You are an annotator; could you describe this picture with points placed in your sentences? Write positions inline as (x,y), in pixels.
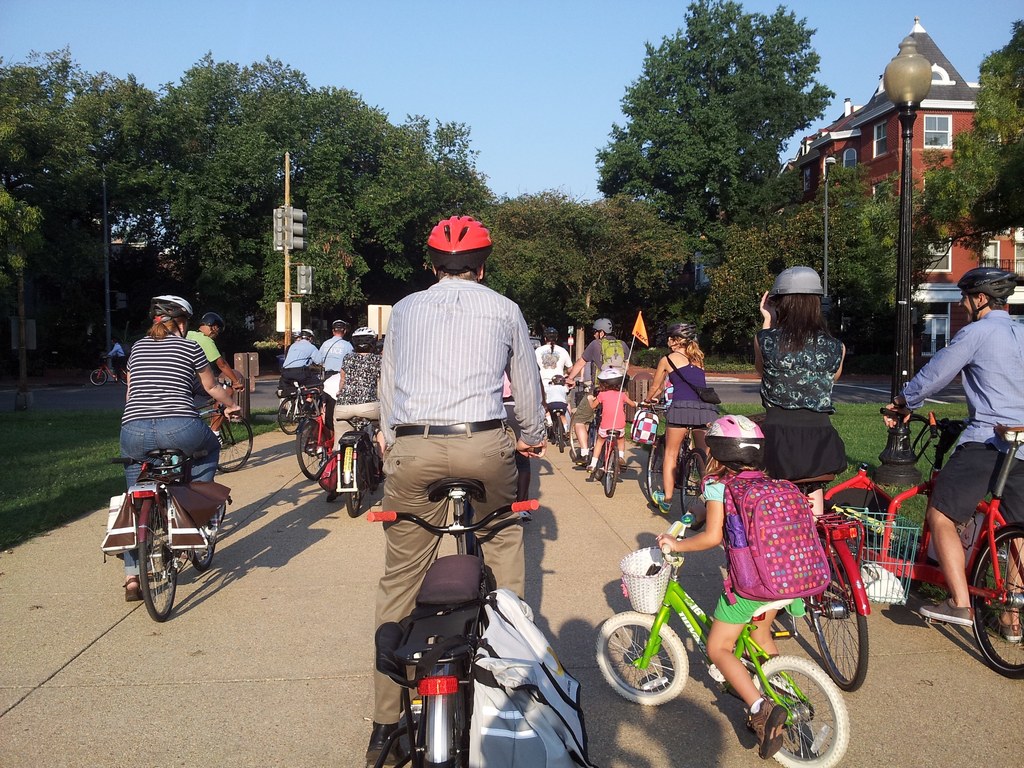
Few people (1022,479) are riding their bicycles (318,456) on a road (694,581) there are trees (668,294) at here and houses (856,135) in the right (885,141) and a sky (584,82) at the top (515,44).
